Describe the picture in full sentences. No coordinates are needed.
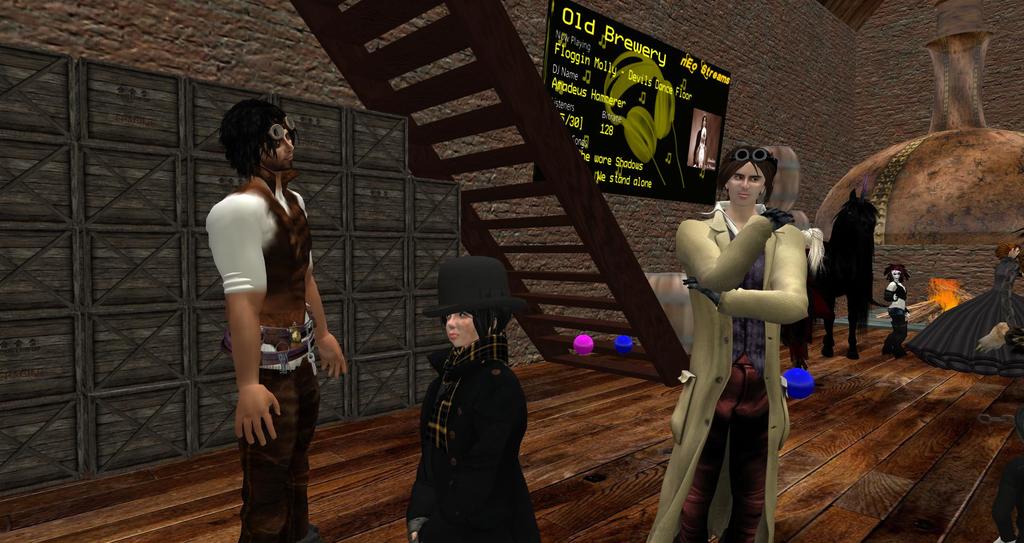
This picture describes about animation.
